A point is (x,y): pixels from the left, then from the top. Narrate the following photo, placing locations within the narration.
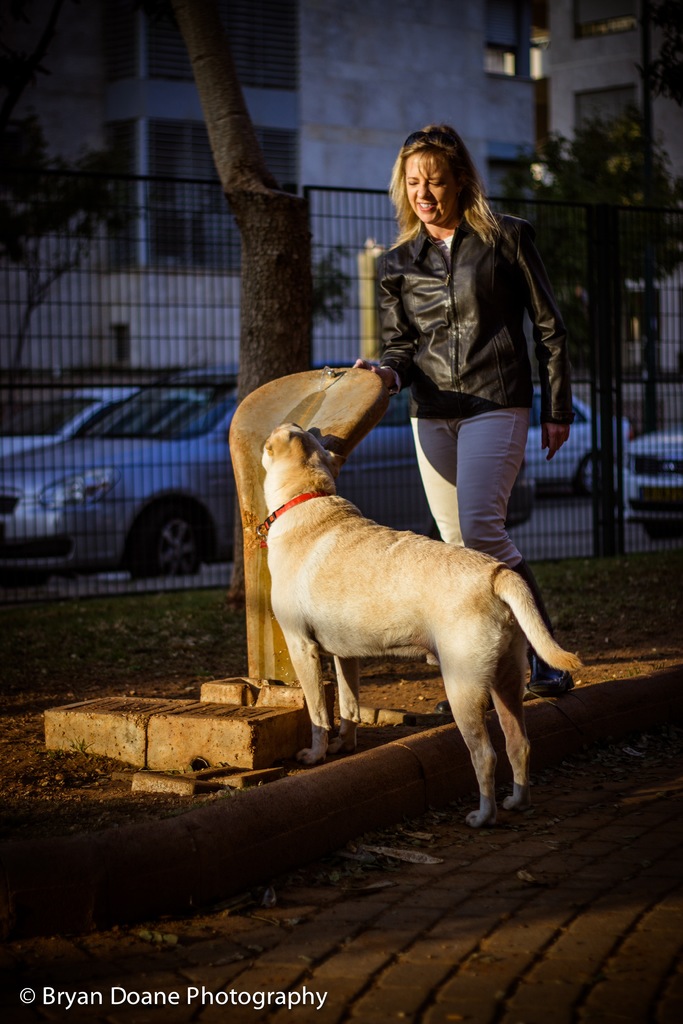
This picture is clicked on a road (530,856). There is a woman (503,414) standing near to the tree (289,248) and beside her there is a dog (400,570). Behind her there is railing (167,276), building (347,78) and vehicles (117,460). To the below left corner (73,990) there is text (67,999).
